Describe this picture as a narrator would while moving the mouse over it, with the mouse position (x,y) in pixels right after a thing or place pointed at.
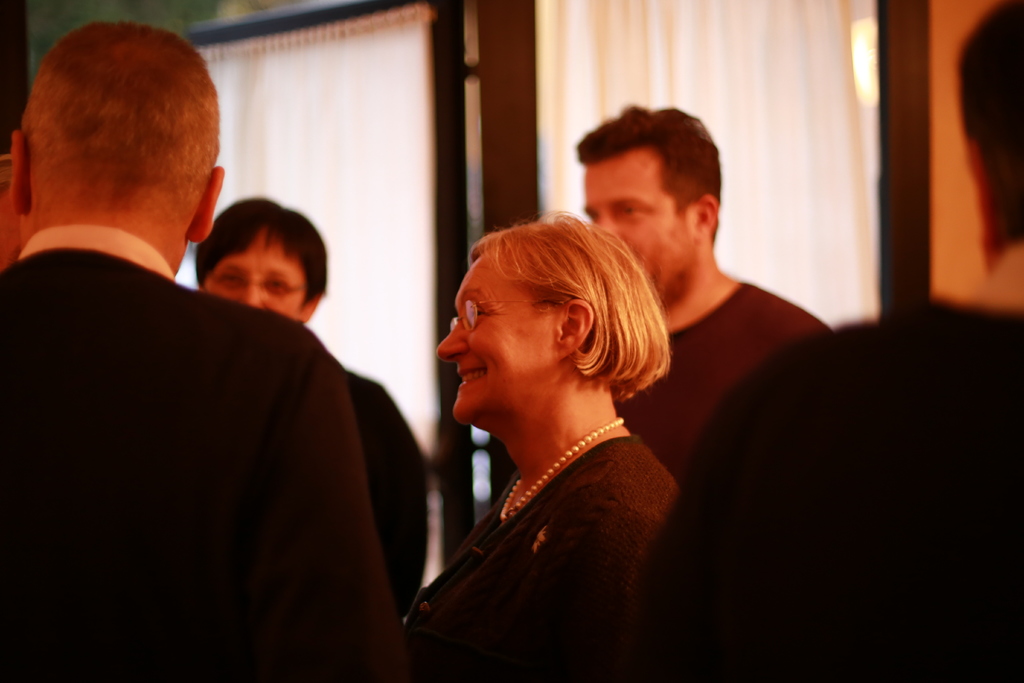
Here men (778,485) and women (477,575) are standing wearing black color clothes (363,536).
